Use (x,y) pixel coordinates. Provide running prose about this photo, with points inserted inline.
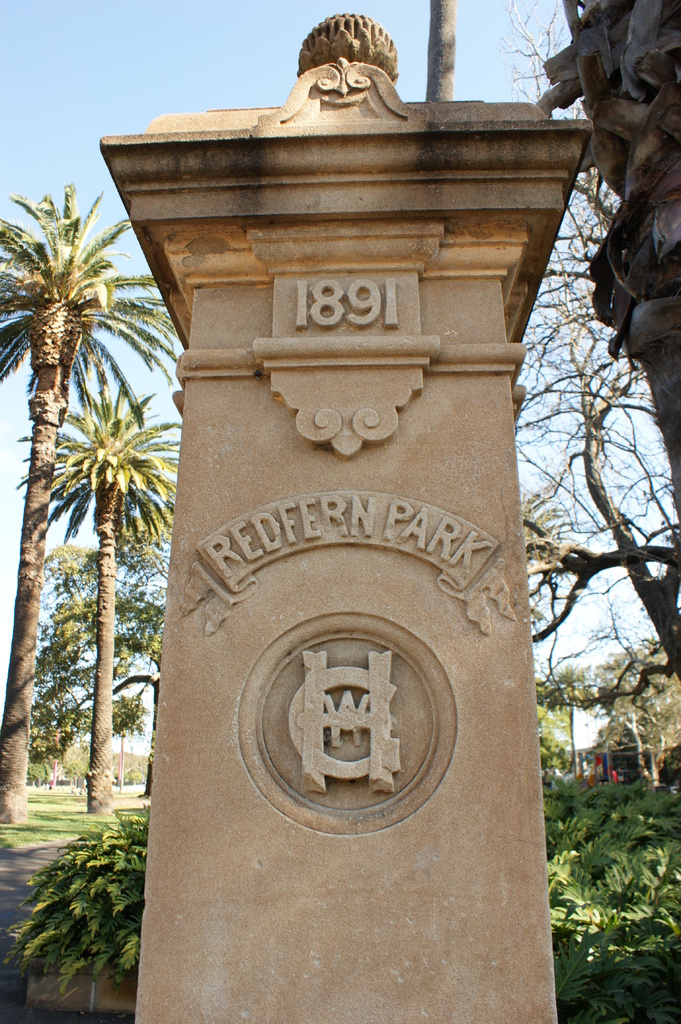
Here I can see a pillar (412,446) on which I can see some text (223,556). In the background (638,833) there are many plants (566,793) and trees (87,602). This place is looking like a garden (113,328). At the top of the image (111,65) I can see the sky (132,75).
